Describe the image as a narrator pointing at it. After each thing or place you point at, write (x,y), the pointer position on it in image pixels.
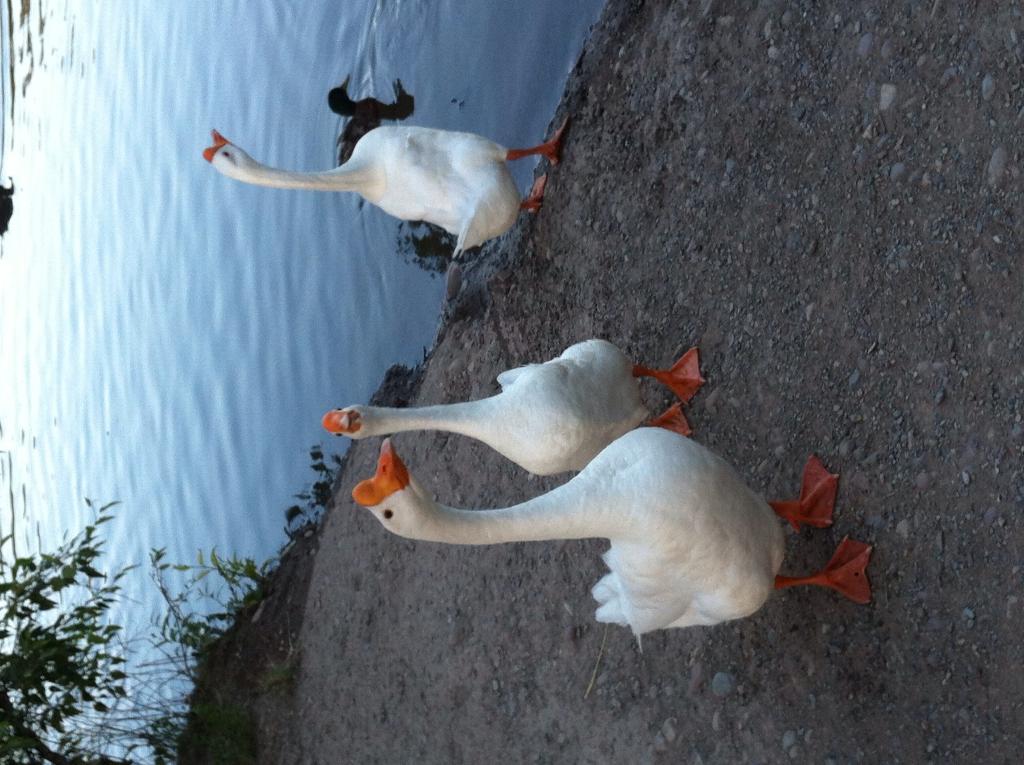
In this image we can see white ducks (678,502) on the ground (429,453), we can see trees (21,671) and a duck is swimming in the water (153,150).
